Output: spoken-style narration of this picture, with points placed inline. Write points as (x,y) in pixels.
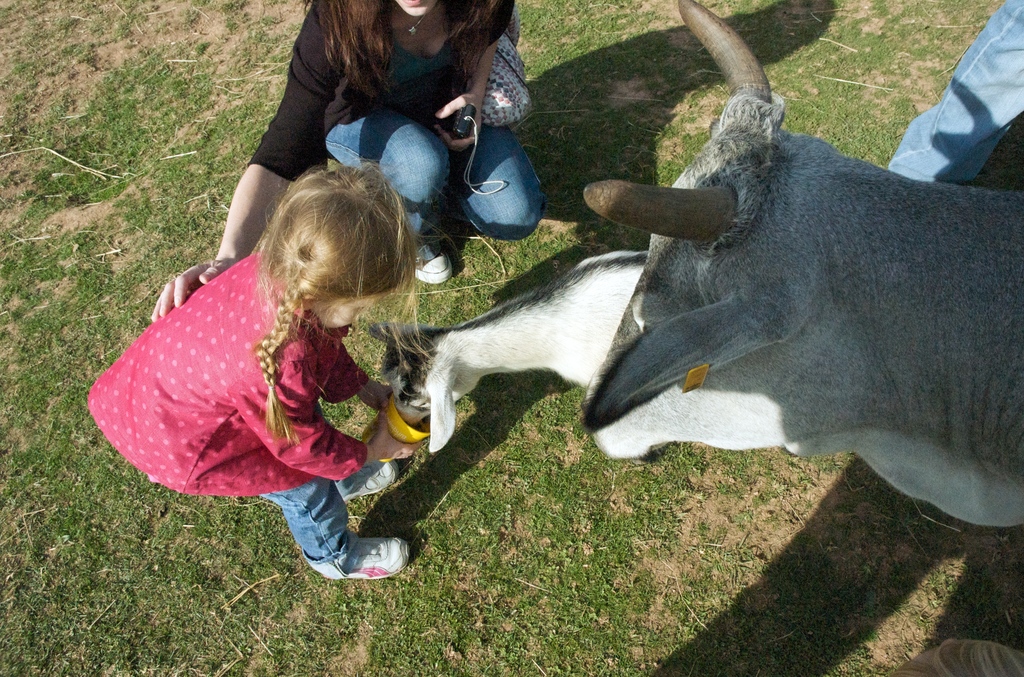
This image is taken outdoors. At the bottom of the image (188,602) there is a ground (158,599) with grass (99,193) on it. On the right side of the image (978,79) a person (971,147) is standing and there is a cow (936,190) and a goat (563,345) on the ground (658,519). A goat (570,332) is drinking water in a tumbler (408,430). In the middle of the image (416,237) a woman (315,158) is in a squatting position and a girl (207,290) is holding a tumbler (394,426) in her hands (409,443).
